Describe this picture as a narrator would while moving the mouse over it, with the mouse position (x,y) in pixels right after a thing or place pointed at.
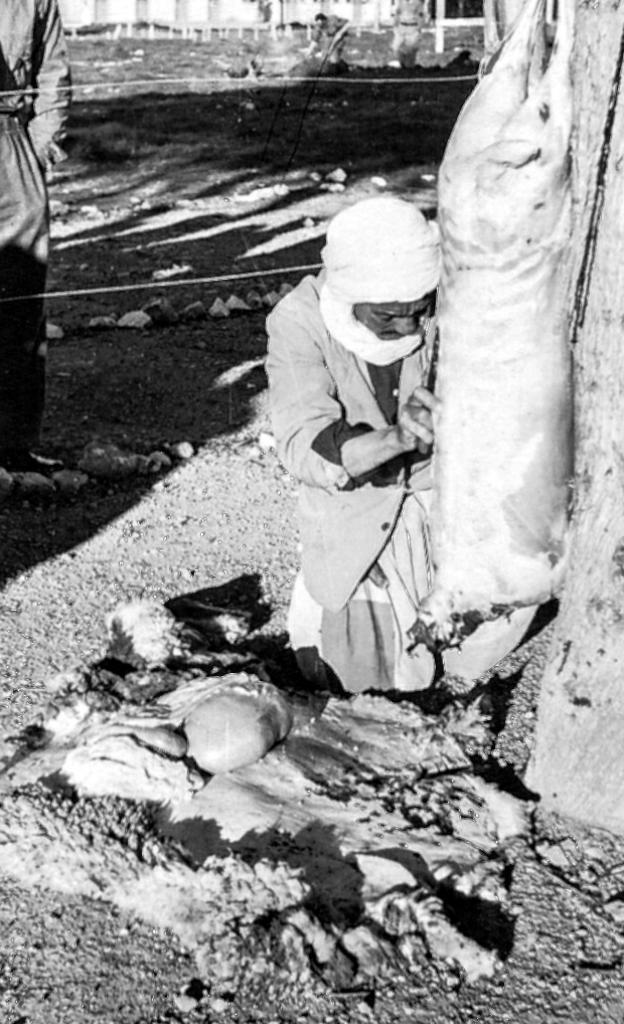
In this black and white picture there is a person (327,597) kneeling on the ground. Beside him there is a dead animal (533,299) hanging to the tree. In front of him there are a few objects (177,825) on the ground (505,911). To the left (38,252) there is a person (16,126) standing. In the background (164,7) there is a wall (197,11). In front of the wall (189,11) there is a person (338,24) standing on the ground (351,46).
